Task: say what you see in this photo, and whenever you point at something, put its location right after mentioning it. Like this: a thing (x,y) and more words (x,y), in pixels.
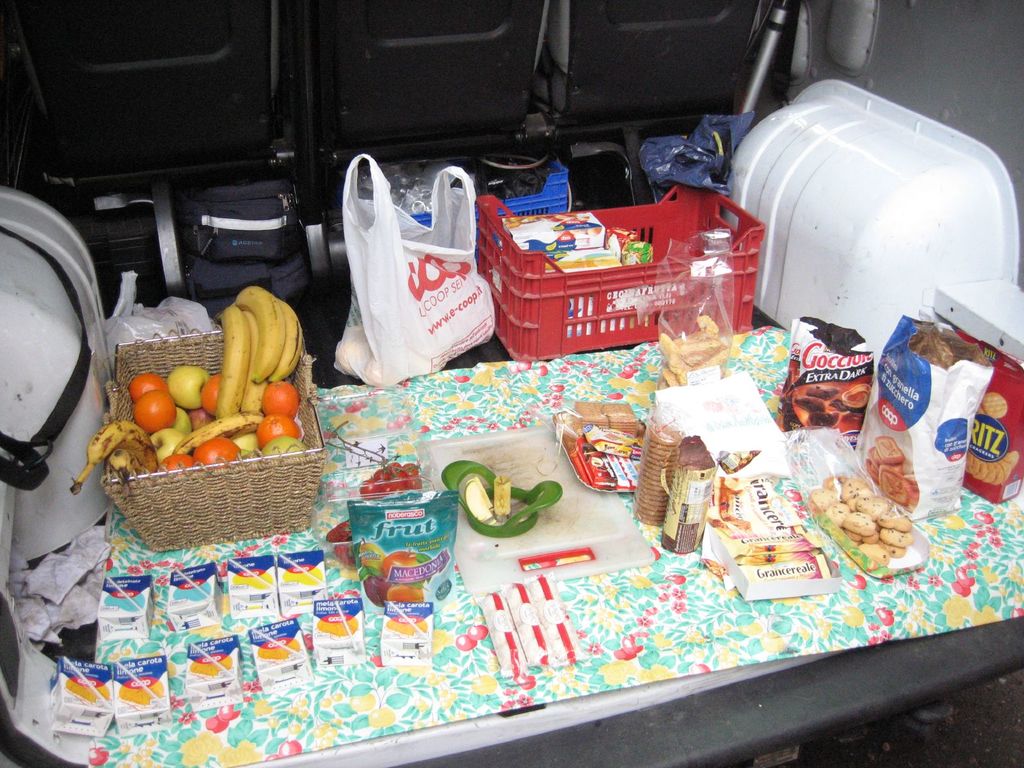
This image consists of snacks (944,447) and fruits (264,420) and in the center (568,313) there is a crate (615,303) which is red in colour and in the crate (597,276) there are boxes (570,246) and there is a packet (401,290) which is white in colour with some text (432,297) written on it. In the background (329,90) there is an object (375,86) which is black in colour and on the right side (866,211) there is an object (844,199) which is white in colour. On the left side (9,410) there is an object (30,387) which is white in colour with black colour belt (78,398) on it.
